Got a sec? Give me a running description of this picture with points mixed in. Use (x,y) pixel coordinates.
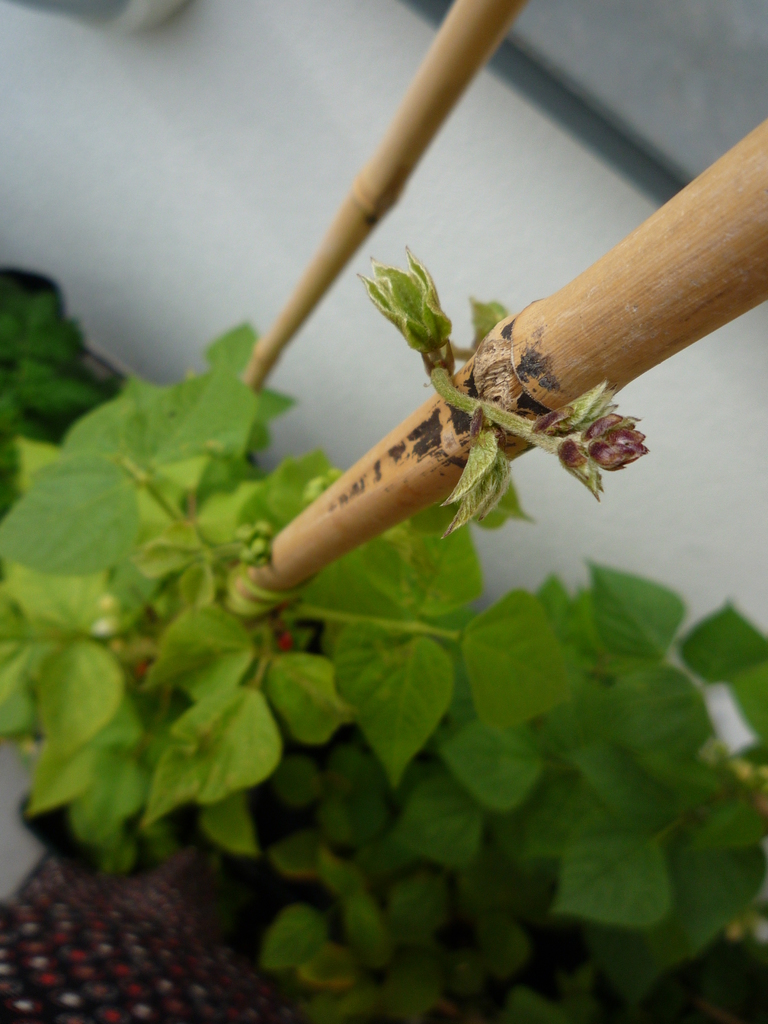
In this image I can see two sticks (423,462) and the plants (310,652). These sticks (335,549) are in brown color and the plants (201,707) are in green color. In the background (267,150) I can see the white wall (317,118).
